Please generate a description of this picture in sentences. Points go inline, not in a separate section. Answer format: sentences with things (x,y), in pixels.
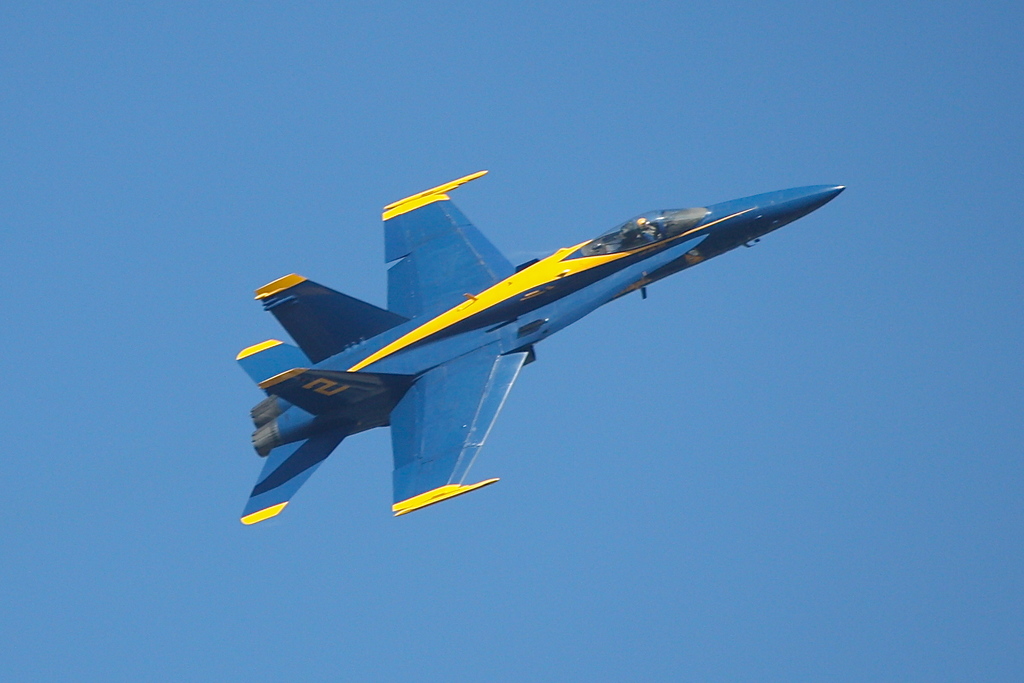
An aeroplane (458,392) is flying in an air (590,325) which is in blue color. This is the sky (159,181).
